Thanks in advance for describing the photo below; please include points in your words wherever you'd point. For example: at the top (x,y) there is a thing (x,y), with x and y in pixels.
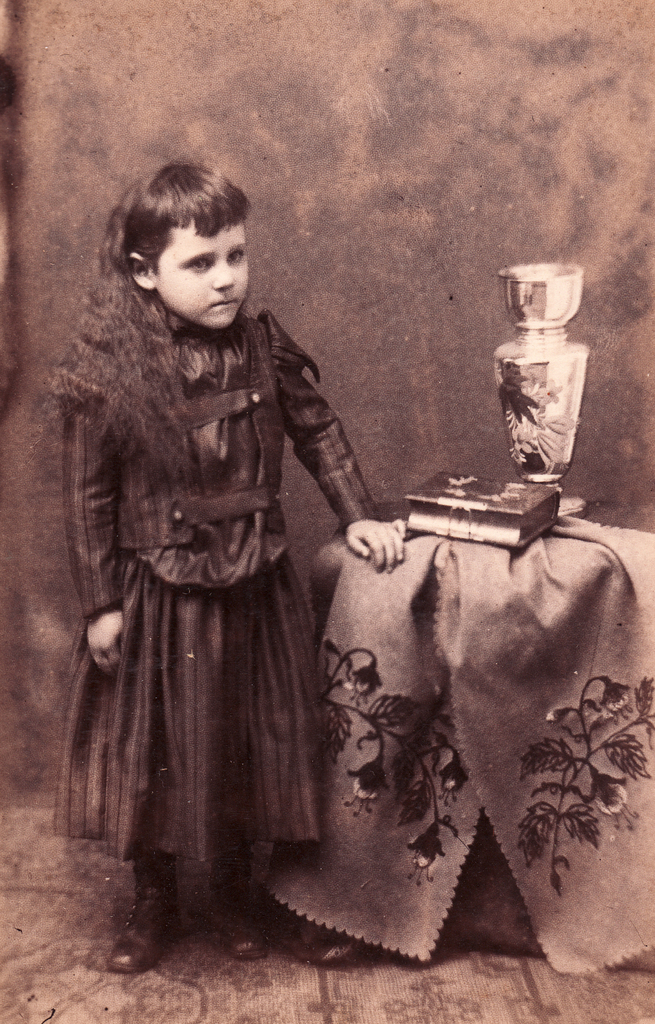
It is the black and white image in which there is a girl (185,482) standing on the floor (192,913) by keeping her hand (388,536) on the table (419,557). On the table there are books (467,490) and a flower vase (521,380). On the table (493,591) there is a cloth (445,620).
